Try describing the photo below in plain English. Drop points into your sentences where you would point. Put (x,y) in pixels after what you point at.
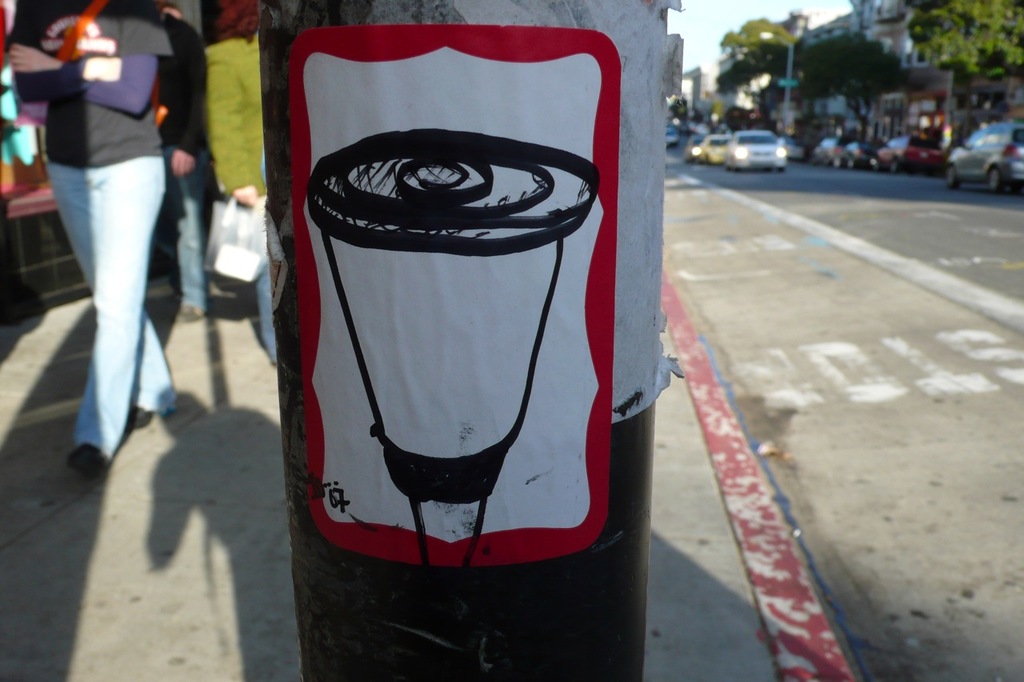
In this image I see the pole (519,12) over here on which there is a poster (519,160) and I see an art (405,153) on it and I see the footpath (166,659) and the road (820,204) and I see few people (42,35) over here. In the background (968,155) I see the cars (975,169), trees (997,21), buildings (718,97) and the sky (690,51).
